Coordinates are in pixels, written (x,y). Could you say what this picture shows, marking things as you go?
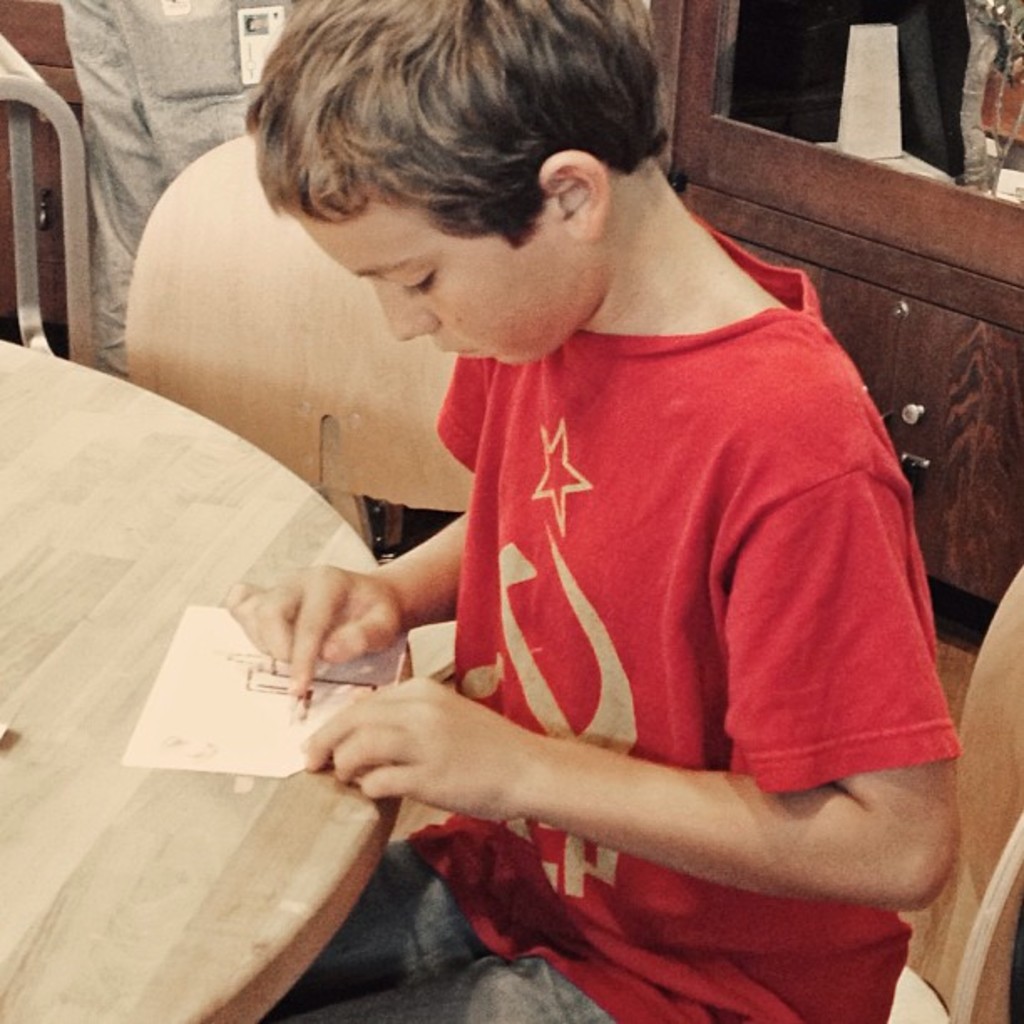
Boy (689,575) sitting on the chair (968,886), on the table (186,848) paper (282,752) is there.
